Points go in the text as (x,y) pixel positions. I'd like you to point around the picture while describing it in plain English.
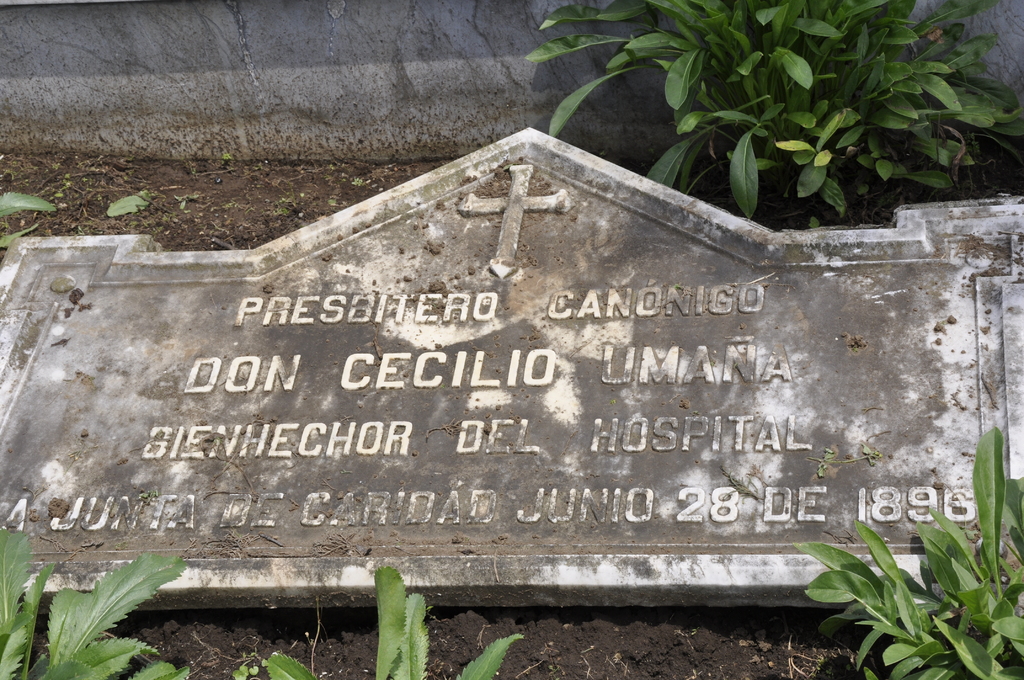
In this image we can see a grave stone (450,423) and there are plants (102,665). In the background (423,78) there is a wall (398,64).
